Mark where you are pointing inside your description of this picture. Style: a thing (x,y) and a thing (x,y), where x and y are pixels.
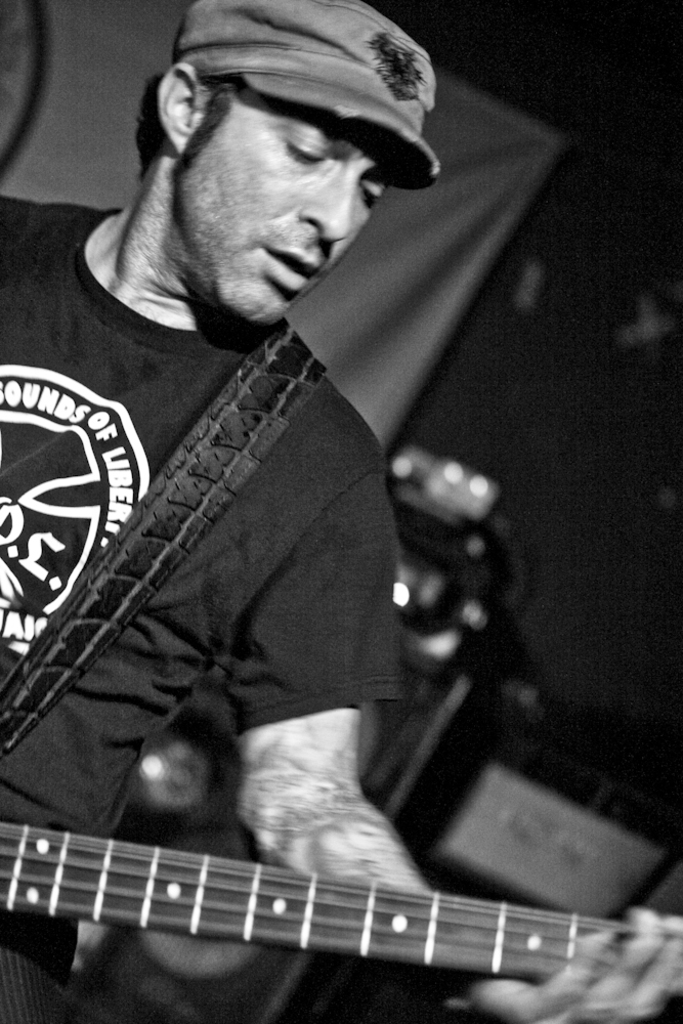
In this image i can see a person (314,194) wearing a black t shirt (88,541) and holding a guitar (291,921) in his hands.
